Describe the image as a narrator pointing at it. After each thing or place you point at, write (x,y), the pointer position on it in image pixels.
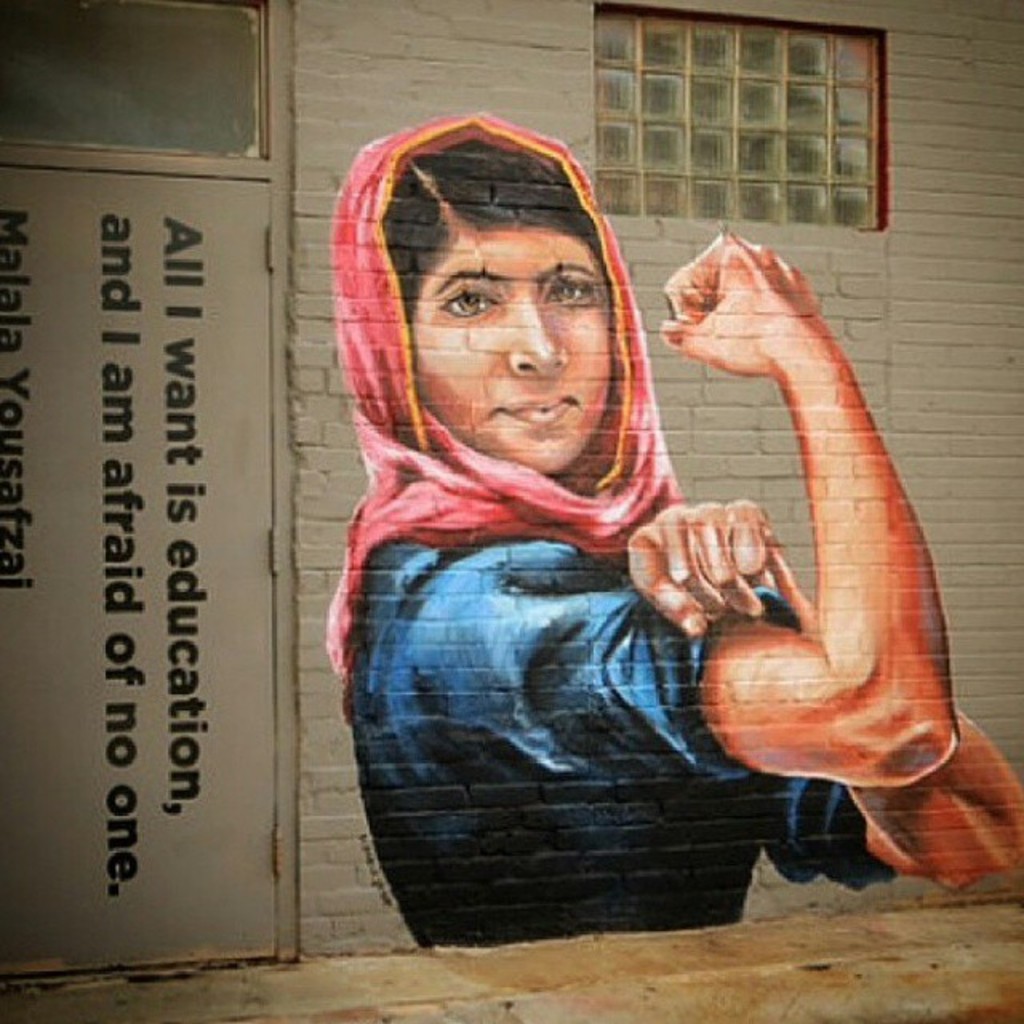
In the picture I can see the painting (713,282) of a person (383,709) on the wall (546,759) of a house (709,378). This is looking like a metal door (170,552) on the left side (62,346) and I can see the text (114,356) on the metal door (165,378). I can see the glass windows (185,100) at the top of the image (110,68).
